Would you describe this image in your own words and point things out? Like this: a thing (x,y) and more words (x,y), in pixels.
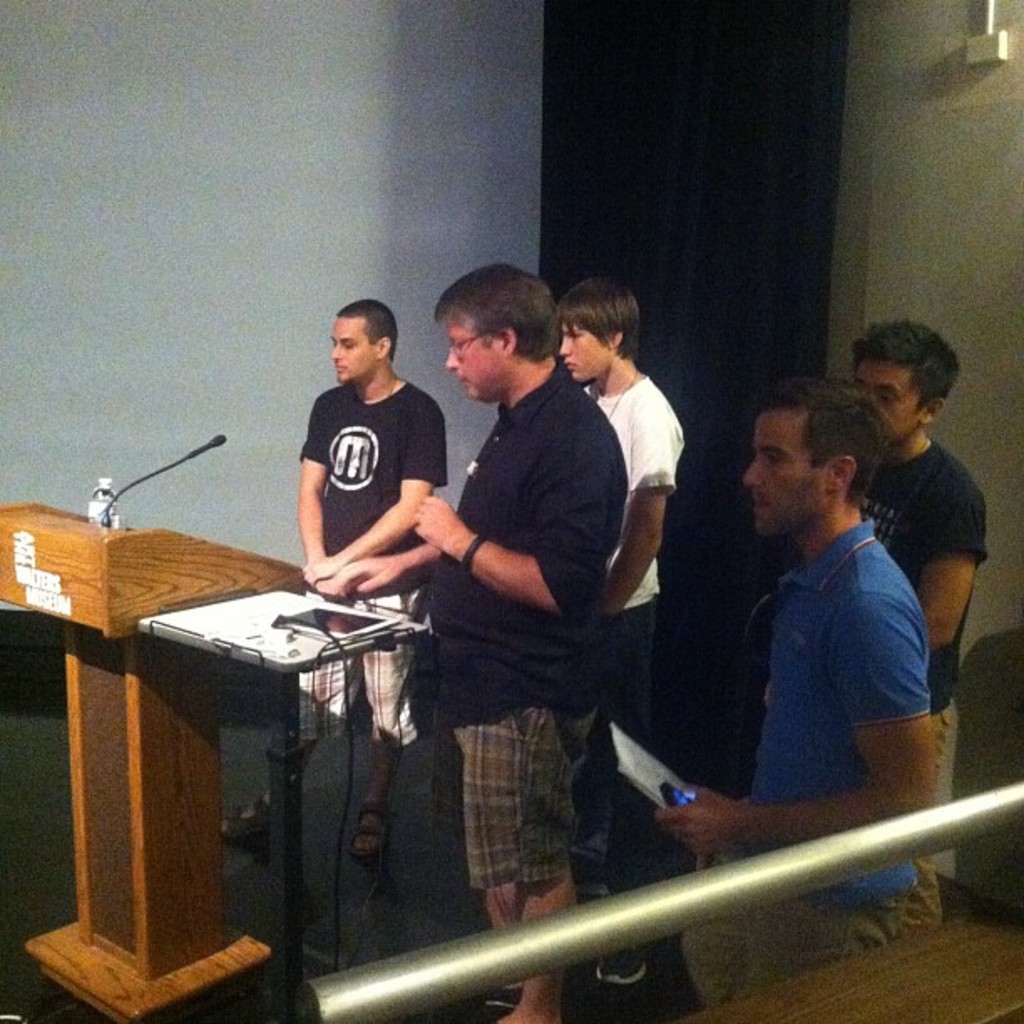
This image is clicked inside. In this there are five men (393,698) standing. To the left (55,576), there is a podium (199,591) on which a mic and a bottle (98,509) are kept. In the background (508,190), there is a wall (839,209) and curtain (738,142). In the front (784,671), the man (784,690) is wearing blue t-shirt (794,785). At the bottom (256,1002), there is a floor (270,976).
